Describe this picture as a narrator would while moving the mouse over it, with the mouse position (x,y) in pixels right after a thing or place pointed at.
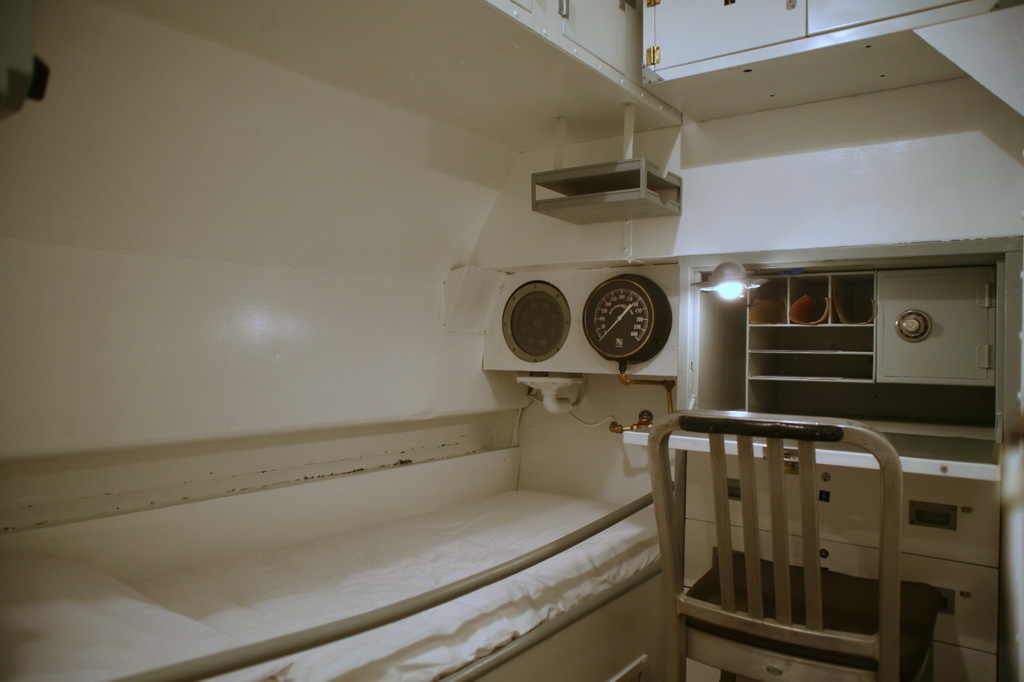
In this image we can see an inner view of a room (458,474). In that we can see a bed (397,554) with a pillow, a chair (753,481), a dial (616,338) on the wall (381,216), a lamp (744,295) and a wall (299,316).
